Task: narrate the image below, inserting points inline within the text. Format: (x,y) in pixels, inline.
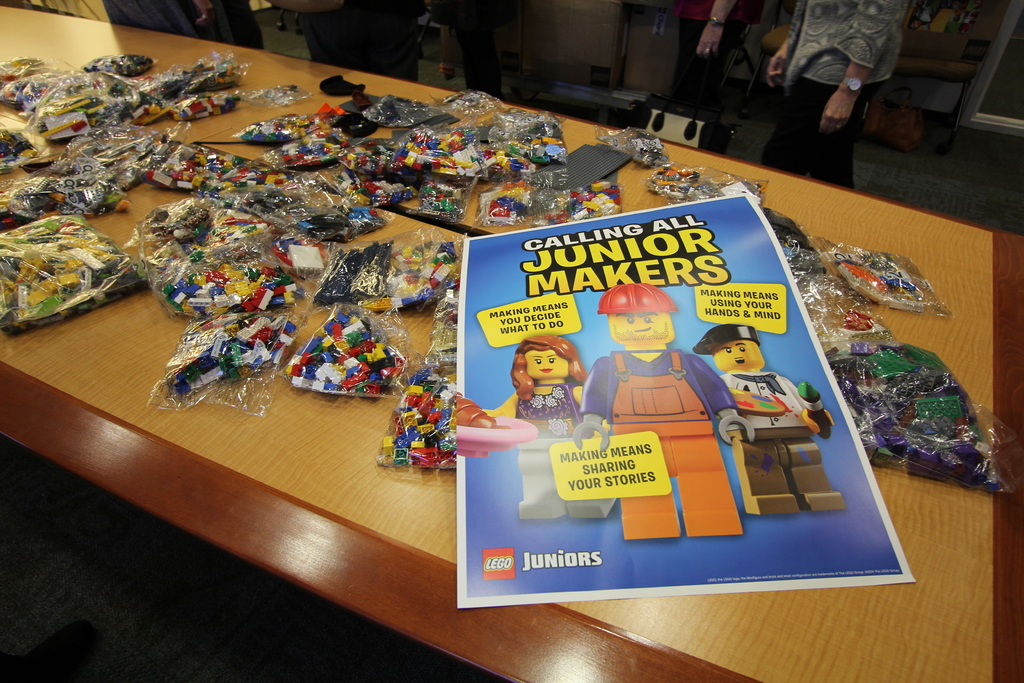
As we can see in the image there is a table (839,624) and a person (849,131) over here. On table (687,669) there is a poster (581,405) and building blocks (222,248).
